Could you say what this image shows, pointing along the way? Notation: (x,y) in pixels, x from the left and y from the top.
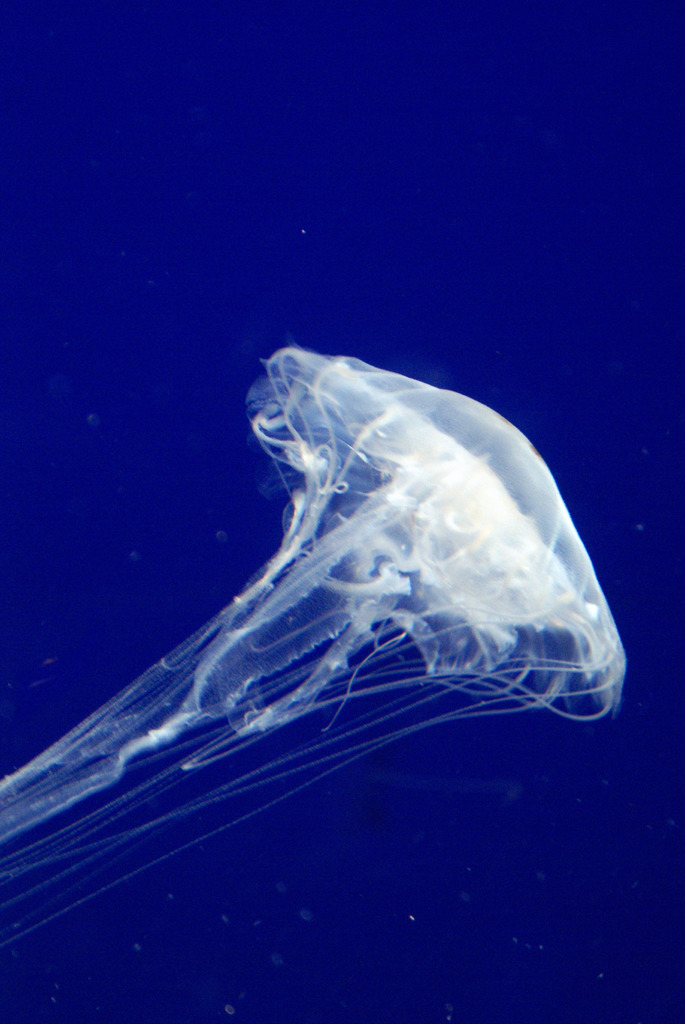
In this picture we can see a white jellyfish (293,517). Background (309,110) is blue in color.
